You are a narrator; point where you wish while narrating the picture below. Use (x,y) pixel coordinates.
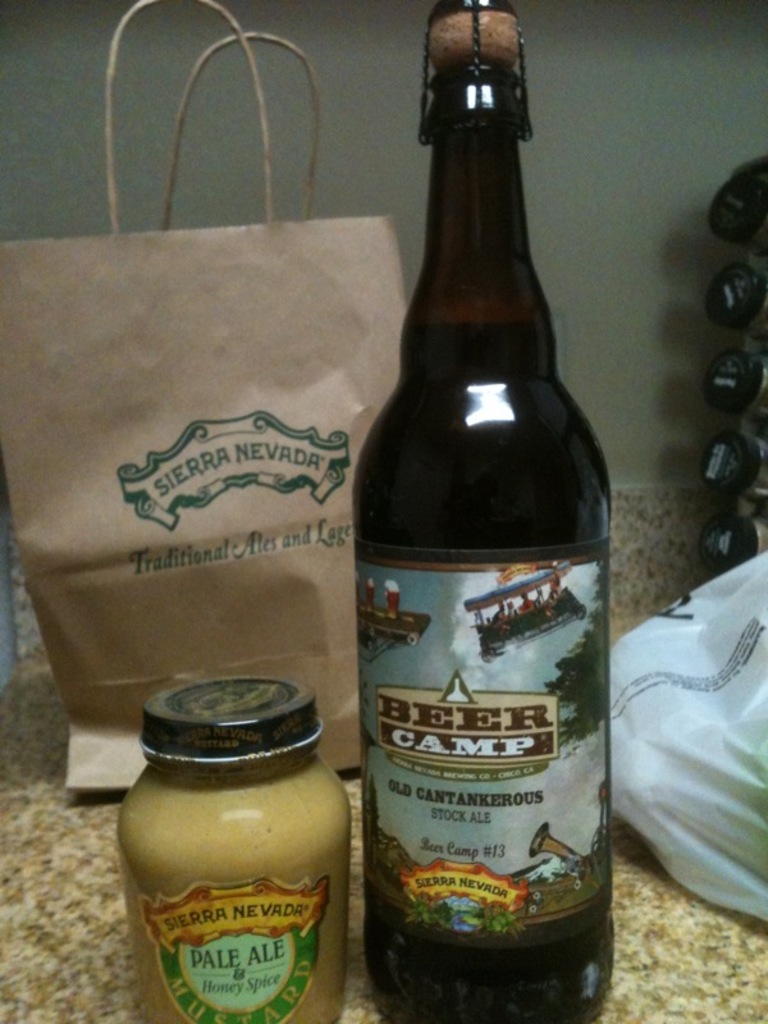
In this picture I can see a beer bottle (434,718) and a glass jar (238,850) in the middle (473,622), on the right side (749,795) there is a bag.
